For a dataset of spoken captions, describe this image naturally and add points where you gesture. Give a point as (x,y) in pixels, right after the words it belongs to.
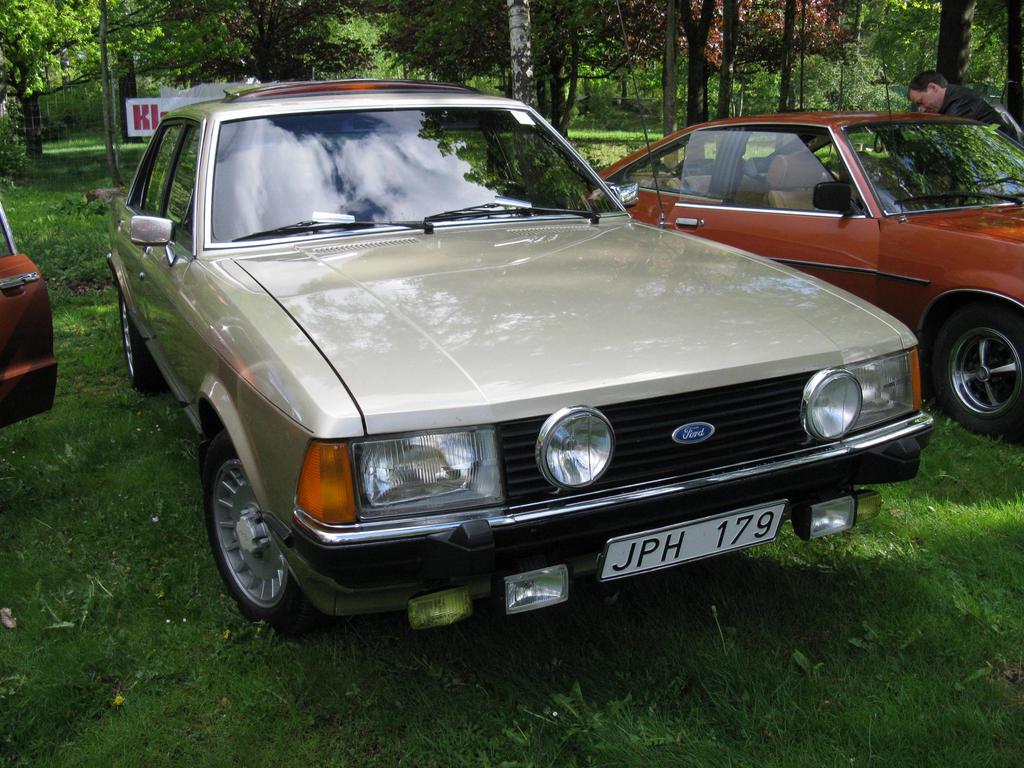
In the picture there are different cars (529,268) parked on the grass (26,173) and behind the cars (205,246) there are many trees (667,58) and beside the third car (915,154) there is a man (969,106).
